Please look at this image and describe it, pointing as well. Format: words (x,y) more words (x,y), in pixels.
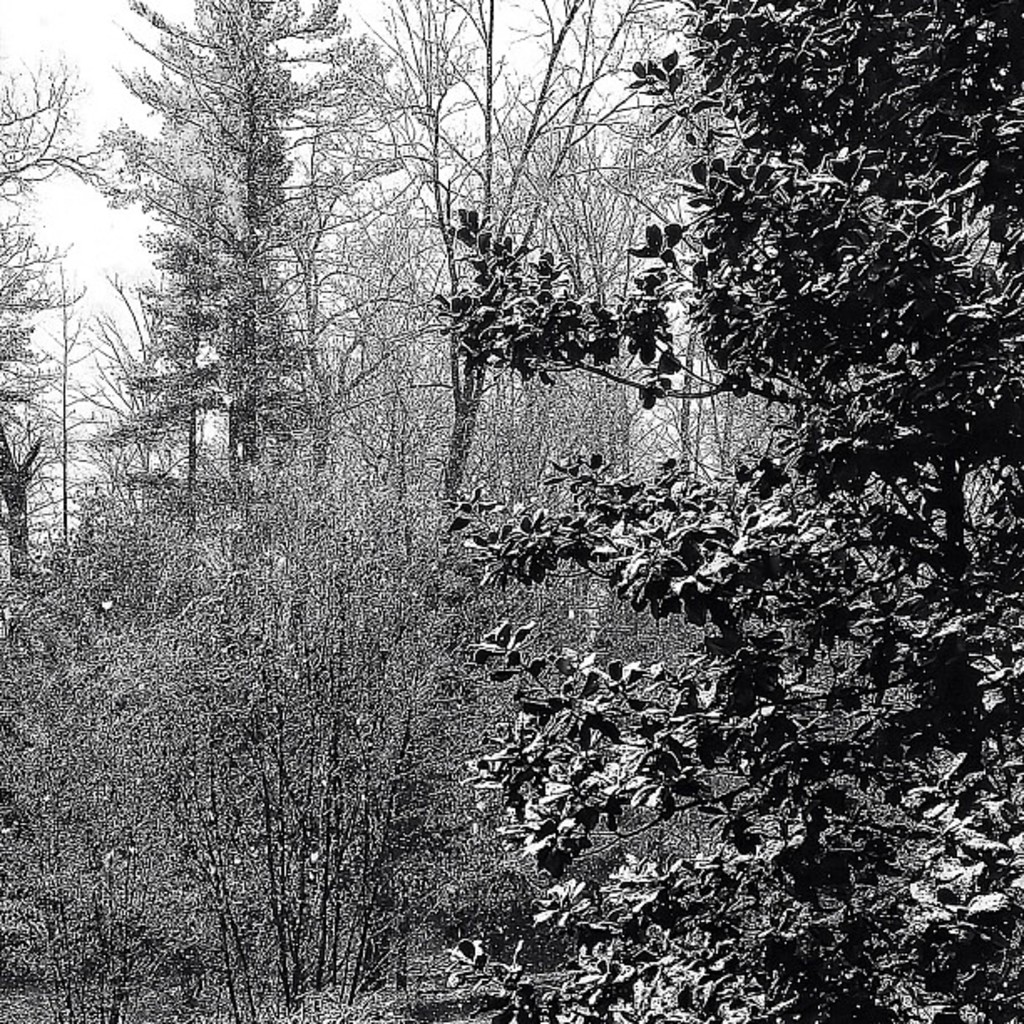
This is a black and white image. In this image we can see a group of trees (511,513) covered with snow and the sky (101,273).
